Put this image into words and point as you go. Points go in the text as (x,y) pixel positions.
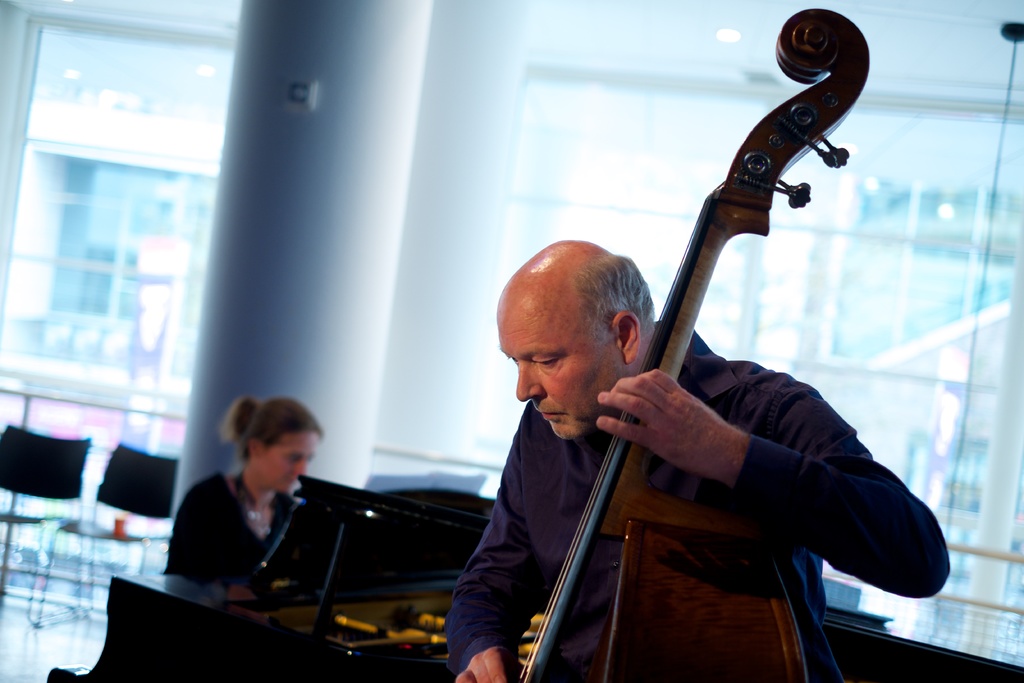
This picture shows a man (484,549) playing a double bass (680,324) and a woman (191,571) playing a piano (218,586) and we see couple of chairs (159,508).
